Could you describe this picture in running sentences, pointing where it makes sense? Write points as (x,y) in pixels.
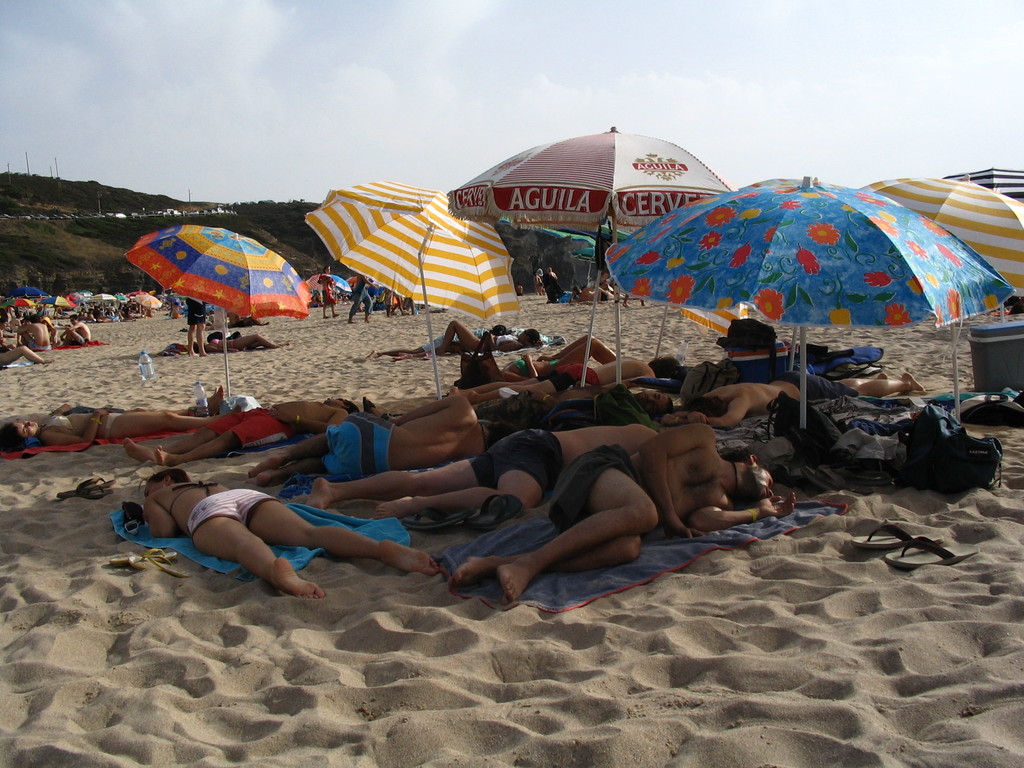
In the image there are few people (415,411) lying on the sand surface (406,323) and behind them some people (196,305) were standing and sitting, there are few umbrellas (460,255) on the sand surface (277,361).
